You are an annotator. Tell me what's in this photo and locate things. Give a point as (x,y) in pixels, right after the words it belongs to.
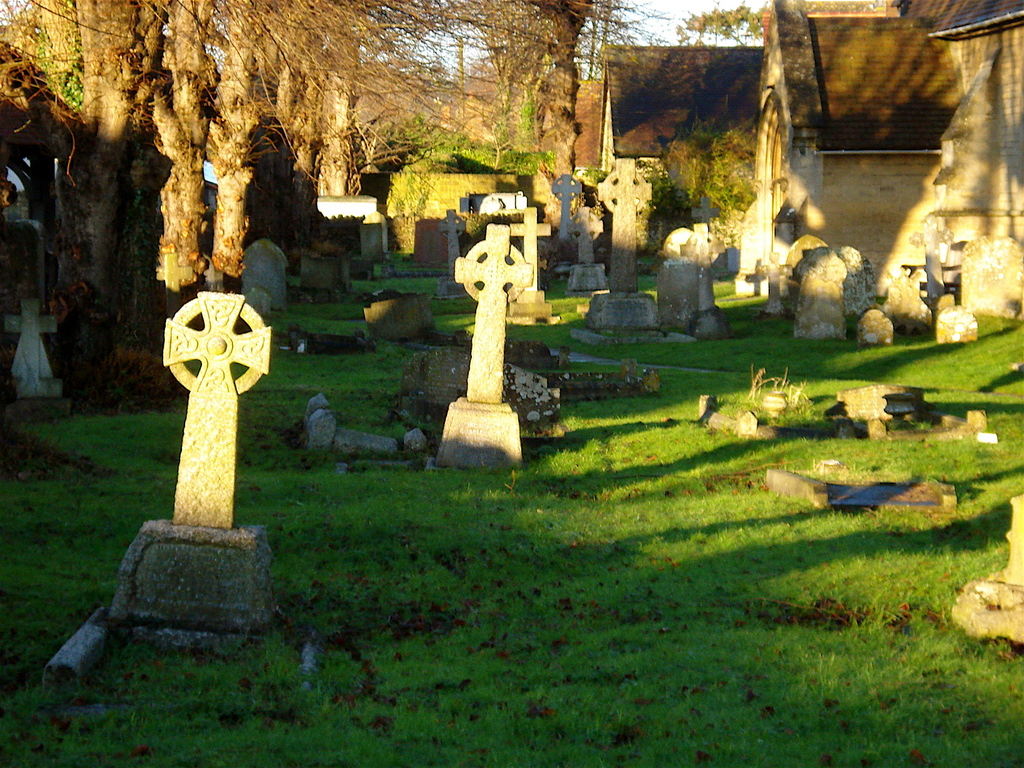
This picture shows few grave stones (636,239) and we see trees (410,110) and few houses (593,92) and grass (544,535) on the ground (488,527).
